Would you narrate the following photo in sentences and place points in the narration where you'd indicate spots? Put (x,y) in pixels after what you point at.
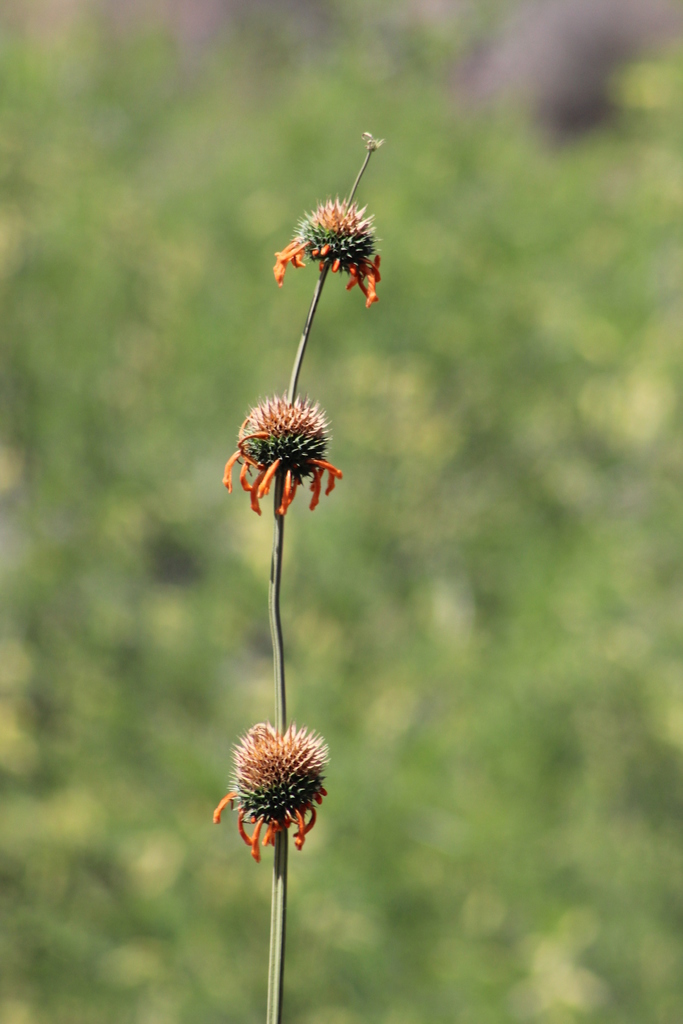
In the middle of the picture (330,478), we see orange flowers (319,760). In the background (278,369), it is green in color and this picture is blurred in the background (214,601).
